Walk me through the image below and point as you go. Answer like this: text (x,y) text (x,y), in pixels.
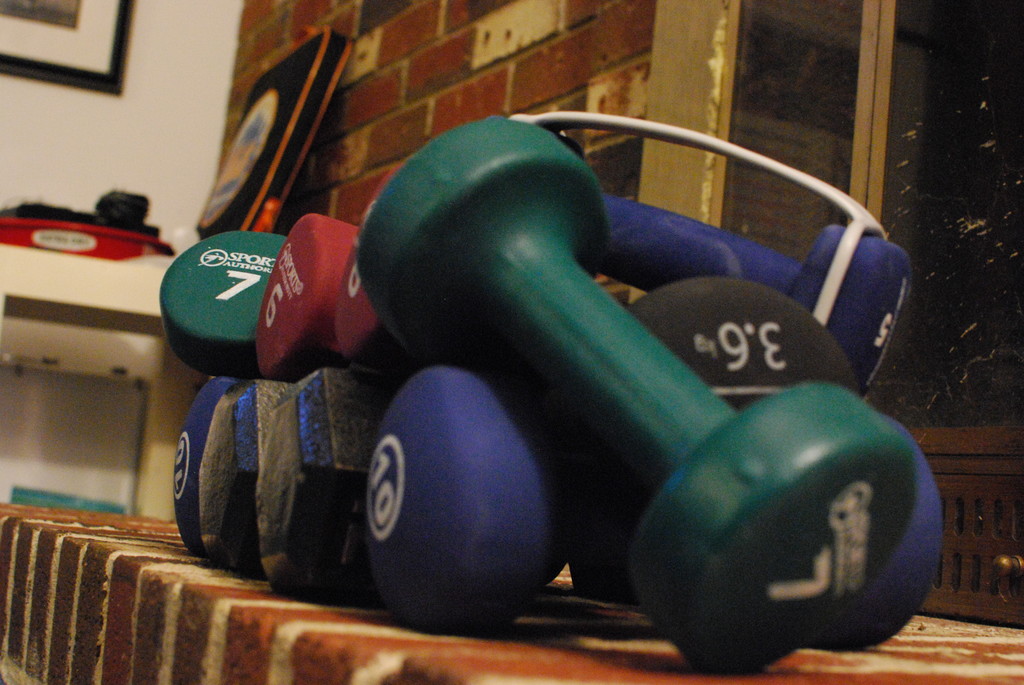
This picture contains dumbbells (448,458) which are in blue, green and red color. These dumbbells (329,514) are placed on the brick surface (212,615). Behind that, we see a white table (82,295) on which black bag (272,156) and red box (57,248) are placed. Beside that, we see a wall (479,73) which is made up of bricks (466,79) and we even see a window (898,119). In the background (142,120), we see a white wall (141,96) on which photo frame (88,10) is placed.
